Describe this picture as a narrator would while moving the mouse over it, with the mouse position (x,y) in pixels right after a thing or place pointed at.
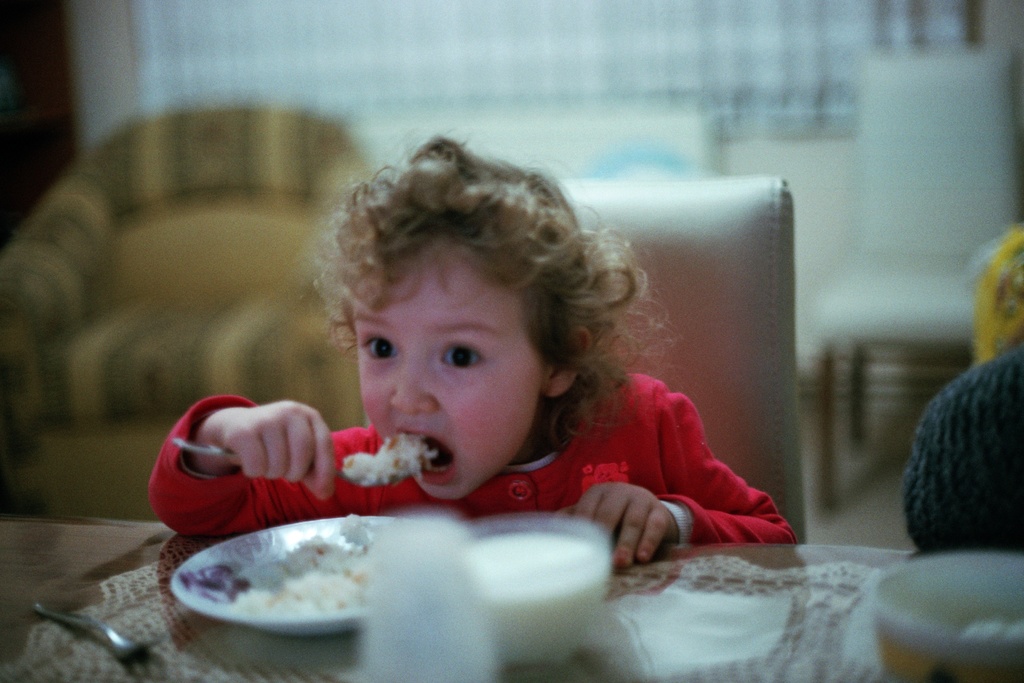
In the foreground of the picture (326,558) there is a dining table (83,556), on the table (255,634) there are bowl (978,643), glass (515,593), plate (256,578), spoon (68,617), mat (225,641), food items (319,564). In the center of the picture (575,323) there is a kid (433,421) eating food (410,446) sitting on a chair (770,341). On the right (966,429) we can see a person (965,413). The background (892,88) is blurred.
